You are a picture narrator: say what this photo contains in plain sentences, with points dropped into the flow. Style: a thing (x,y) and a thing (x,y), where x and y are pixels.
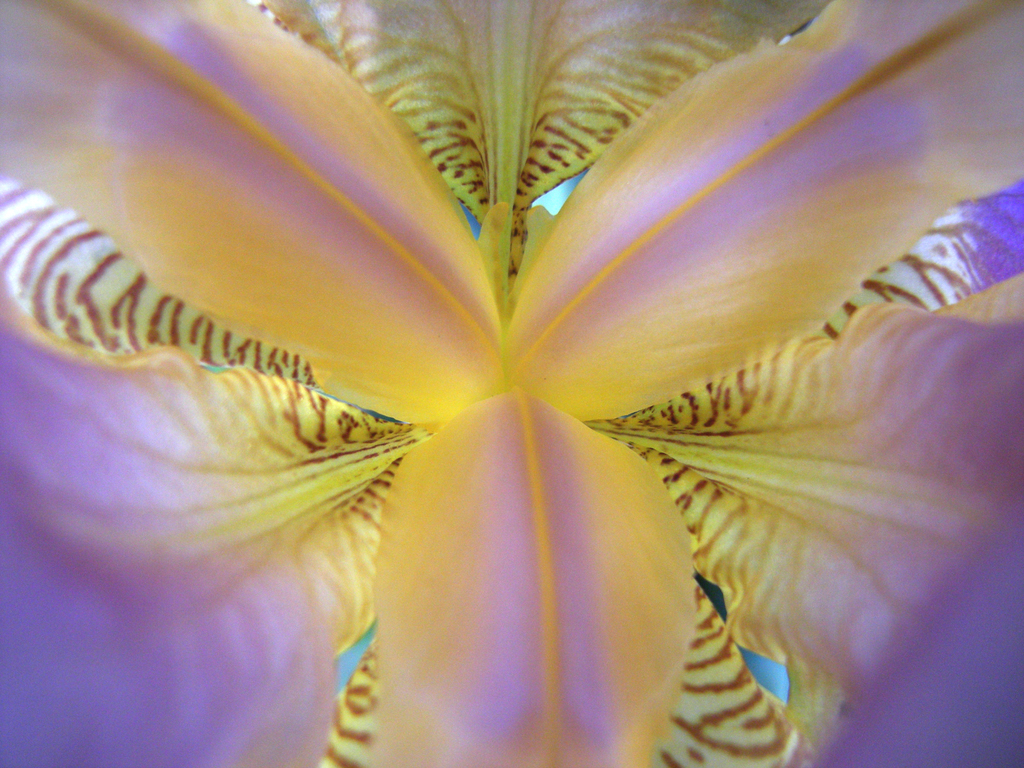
This image consists of a flower (588,234). It is in yellow and purple color.
